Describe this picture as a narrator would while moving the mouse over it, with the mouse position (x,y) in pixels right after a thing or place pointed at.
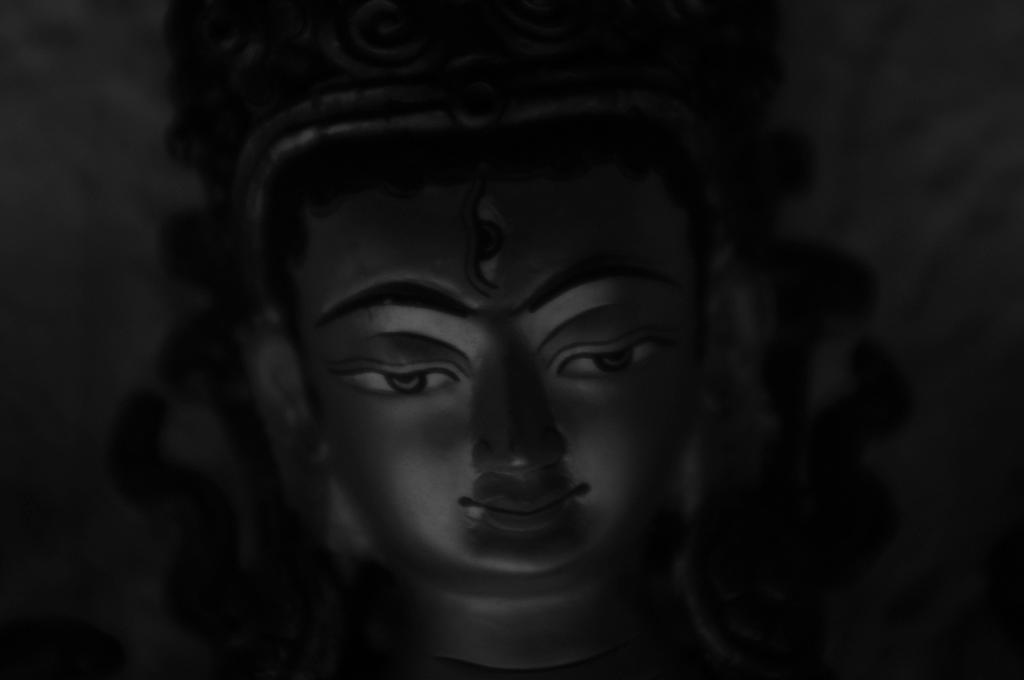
This is a black and white image. In the middle of this image (408,318) there is an idol (518,449). The background (95,603) is in black color.
